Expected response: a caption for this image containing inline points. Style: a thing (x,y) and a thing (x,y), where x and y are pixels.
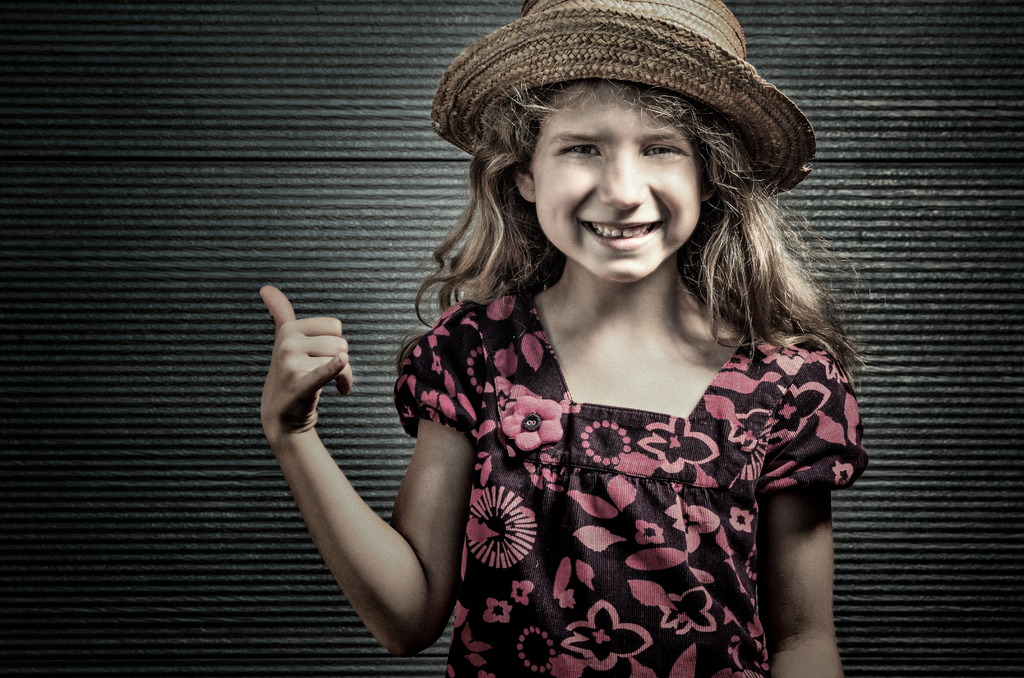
In this picture we can see a girl (610,197) wearing a hat (808,143). She is standing and smiling.
